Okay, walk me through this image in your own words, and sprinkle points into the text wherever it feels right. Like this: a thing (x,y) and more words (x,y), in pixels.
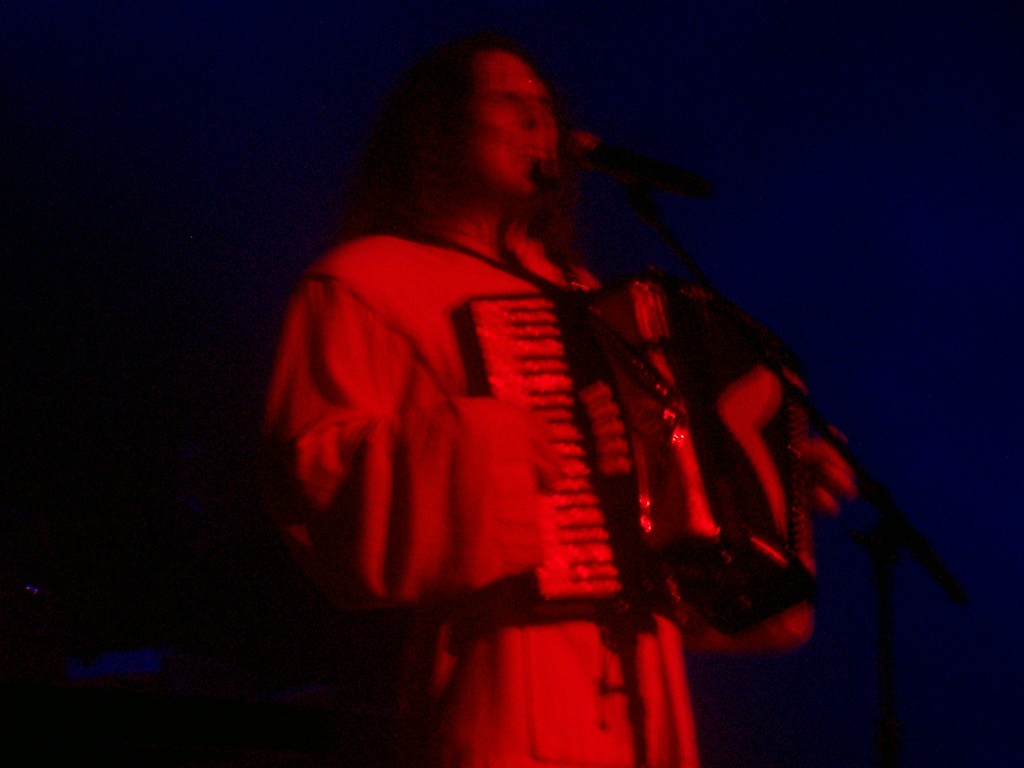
In this image we can see a person (642,680) playing a musical instrument (619,345), in front to him there is a mic (665,173), and the background (1000,354) is dark.
